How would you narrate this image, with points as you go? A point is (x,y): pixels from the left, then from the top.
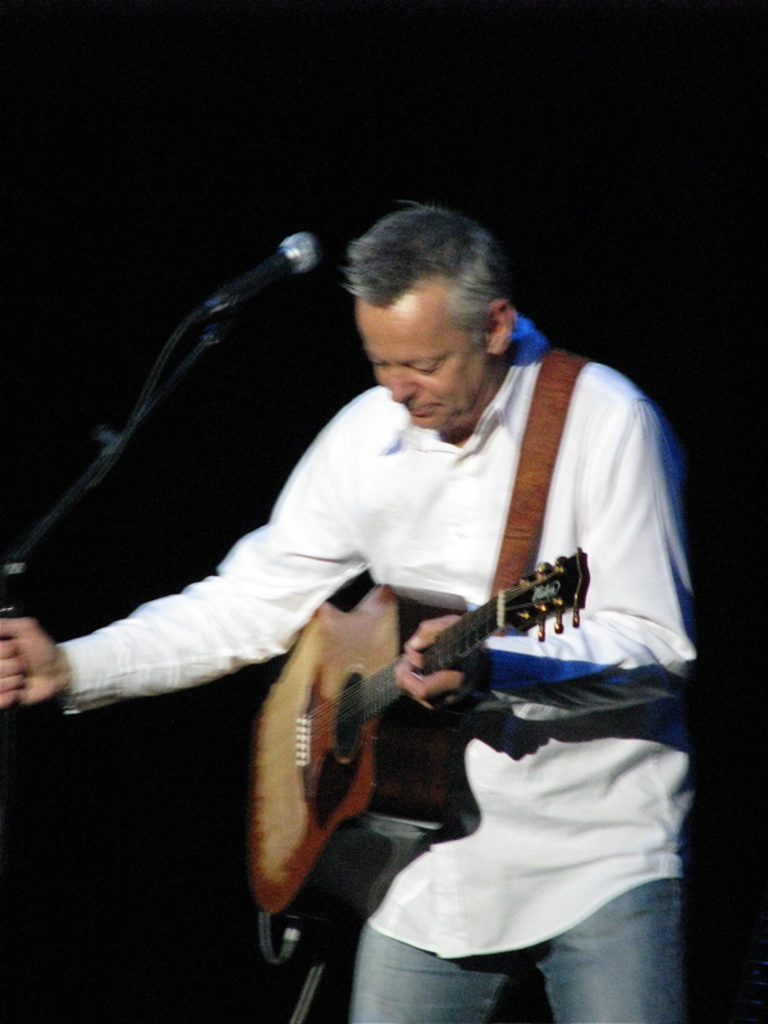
Background (524,68) is dark. Here we can see a man (561,641) standing in front of a mike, looking down and he is holding a guitar (291,815) with his hand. He wore white colour shirt (526,802) and light colour denim blue jeans (618,980).
